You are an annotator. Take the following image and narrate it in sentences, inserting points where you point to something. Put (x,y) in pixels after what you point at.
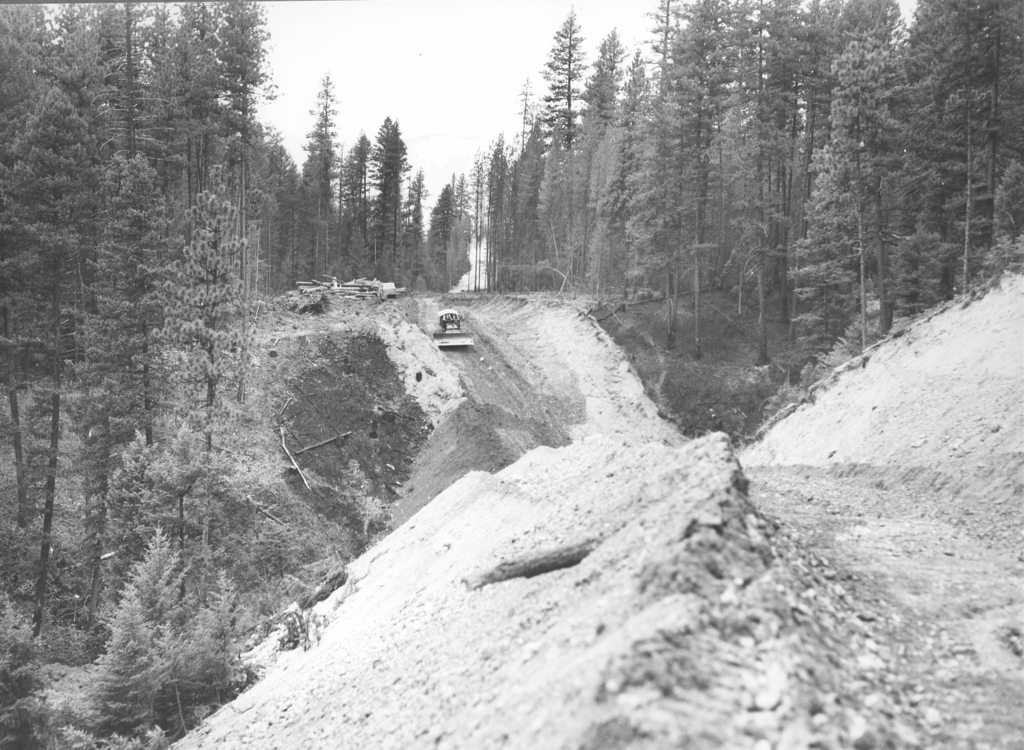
In this image I can see the hill (768,433) and I can see truck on the hill (395,476) and some trees (367,142) and the sky (426,73) visible around the hill (358,482).
